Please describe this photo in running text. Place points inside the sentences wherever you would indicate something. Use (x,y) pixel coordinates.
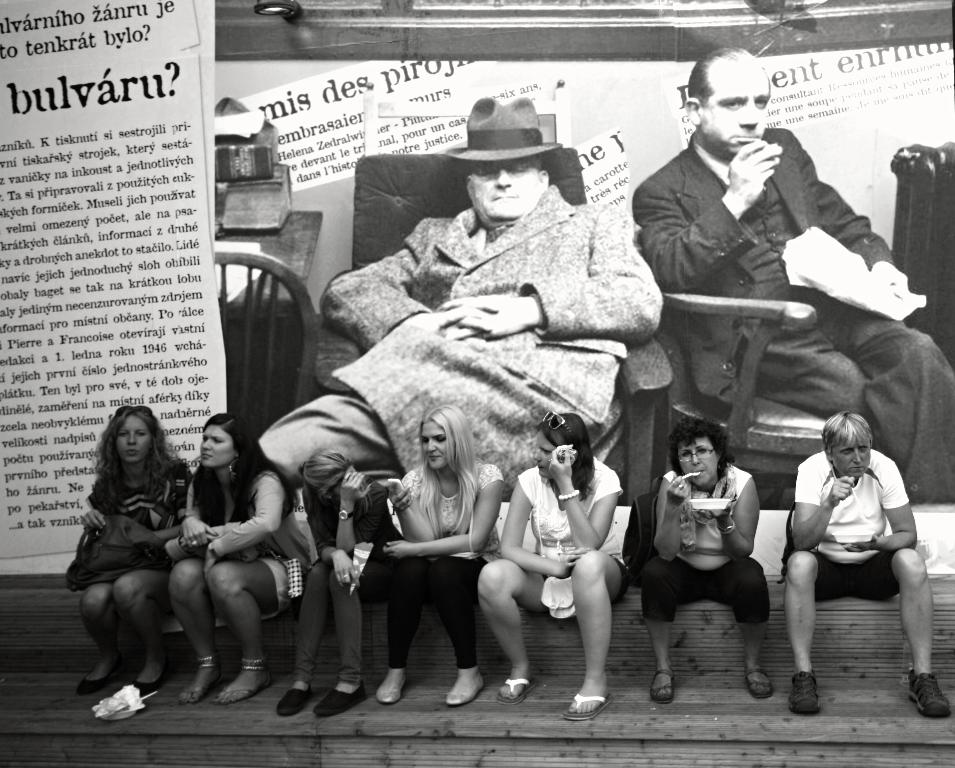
In this picture I can see there are few people (896,577) sitting on the stairs (845,620) and in the backdrop (62,419) I can see there is a news paper article (25,397) and there is a person (511,290) sitting on the couch (358,231) and on the chair (752,320) and they are wearing coats (541,354).
